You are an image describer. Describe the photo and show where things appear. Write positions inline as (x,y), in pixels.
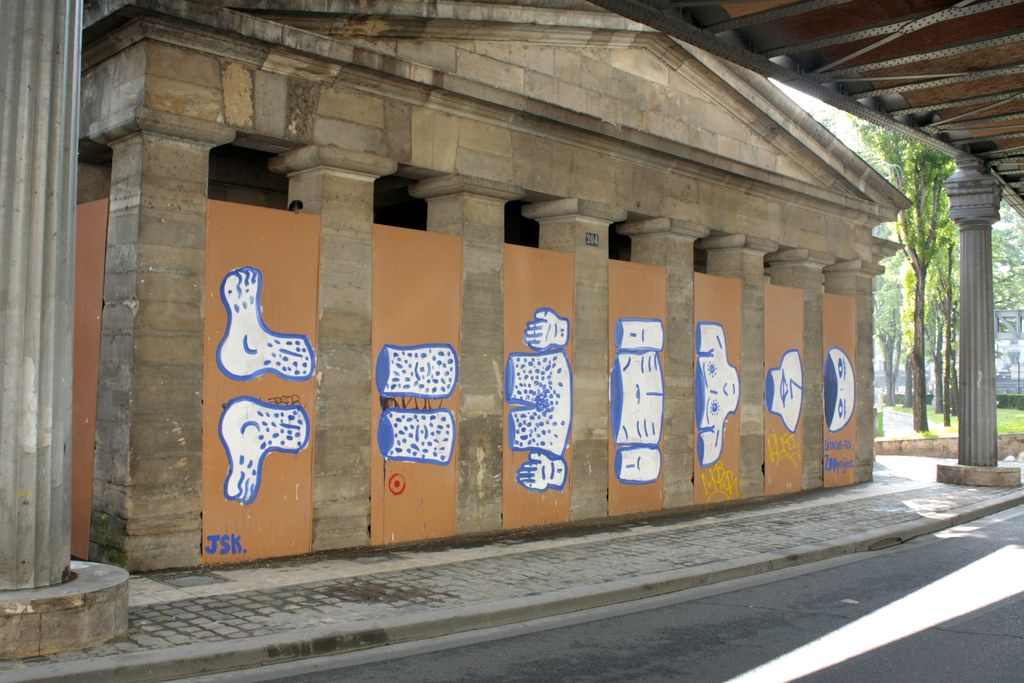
In the foreground of the image (520,642) we can see the road (859,644). In the middle of the image (460,327) we can see wall (399,484) on which a human image (827,381) was drawn in a block (402,440), a pillar (366,403) and a tree (936,352) is there. On the top of the image (901,74) we can see a roof (823,76).
